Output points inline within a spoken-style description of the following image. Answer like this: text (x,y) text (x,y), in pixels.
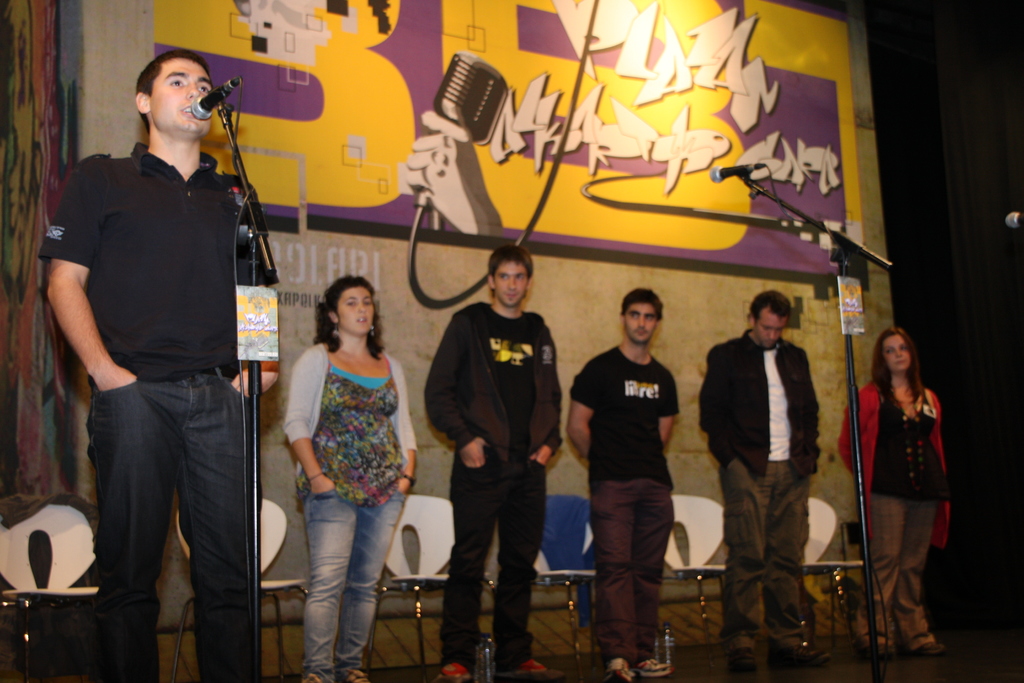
In the image I can see a person (188,277) who is standing in front of the mic (216,101) and to the side there are some other people (494,374) and also I can see a banner (649,236) and a mic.
